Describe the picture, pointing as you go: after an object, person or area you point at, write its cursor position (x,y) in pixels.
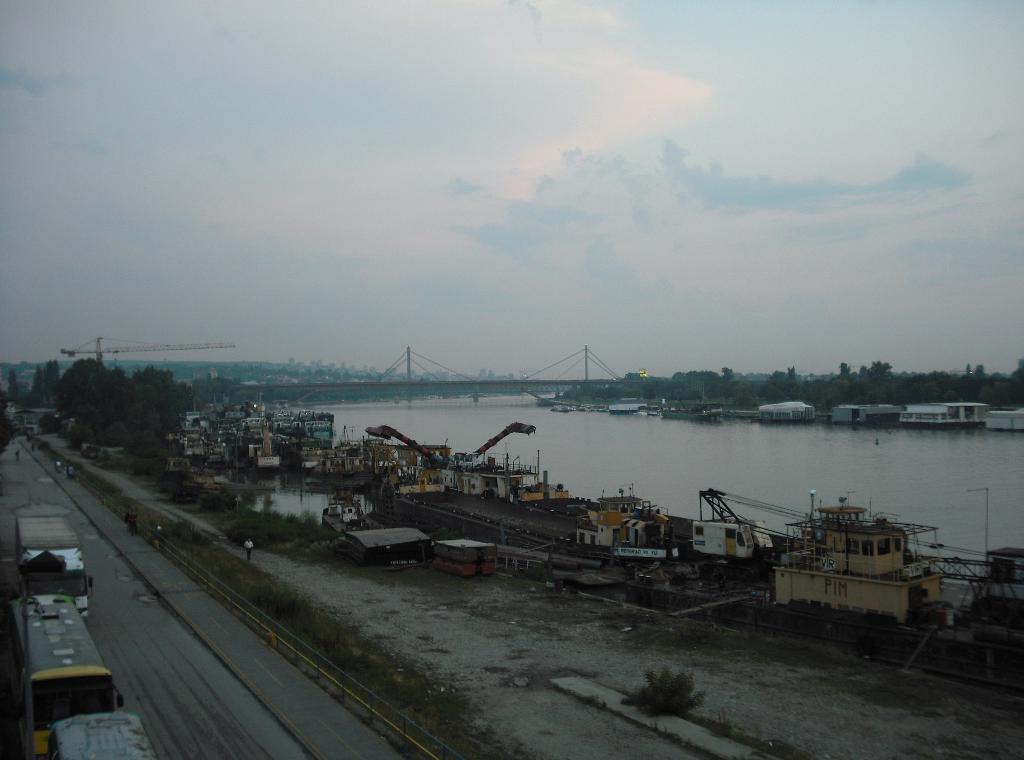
There are vehicles (70,695) on the road (246,725) and this is grass (344,646). Here we can see trees (136,393), water (602,451), cranes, containers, poles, ships (709,416) and a bridge (347,389). In the background (352,262) there is sky (637,184).
